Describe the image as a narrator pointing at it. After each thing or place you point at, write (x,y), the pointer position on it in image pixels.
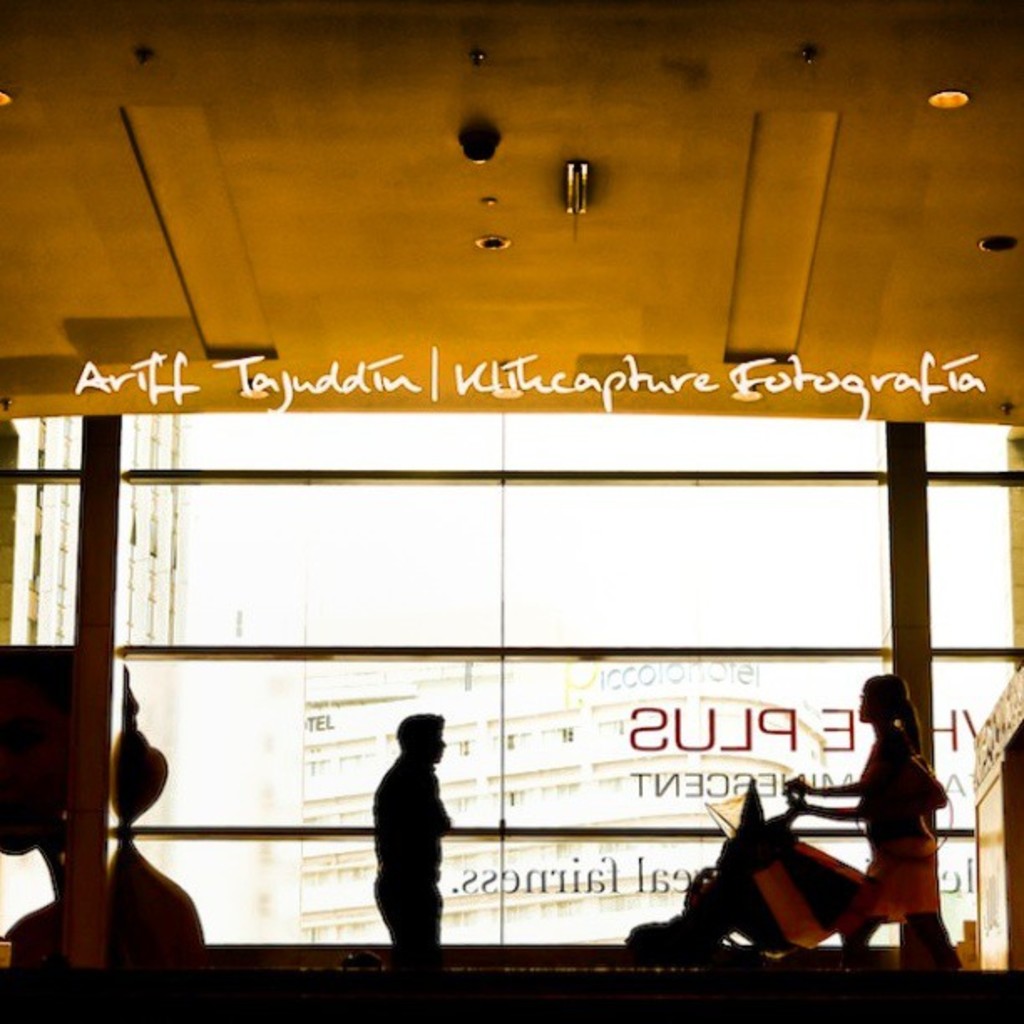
In this picture we can see there are two people (873,809) and a person (874,846) is holding an object (742,905). At the top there are ceiling lights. Behind the people (402,794) there is the transparent glass (717,679) and behind the glass (258,619) there are buildings (693,780). On the image there is a watermark (609,392).
